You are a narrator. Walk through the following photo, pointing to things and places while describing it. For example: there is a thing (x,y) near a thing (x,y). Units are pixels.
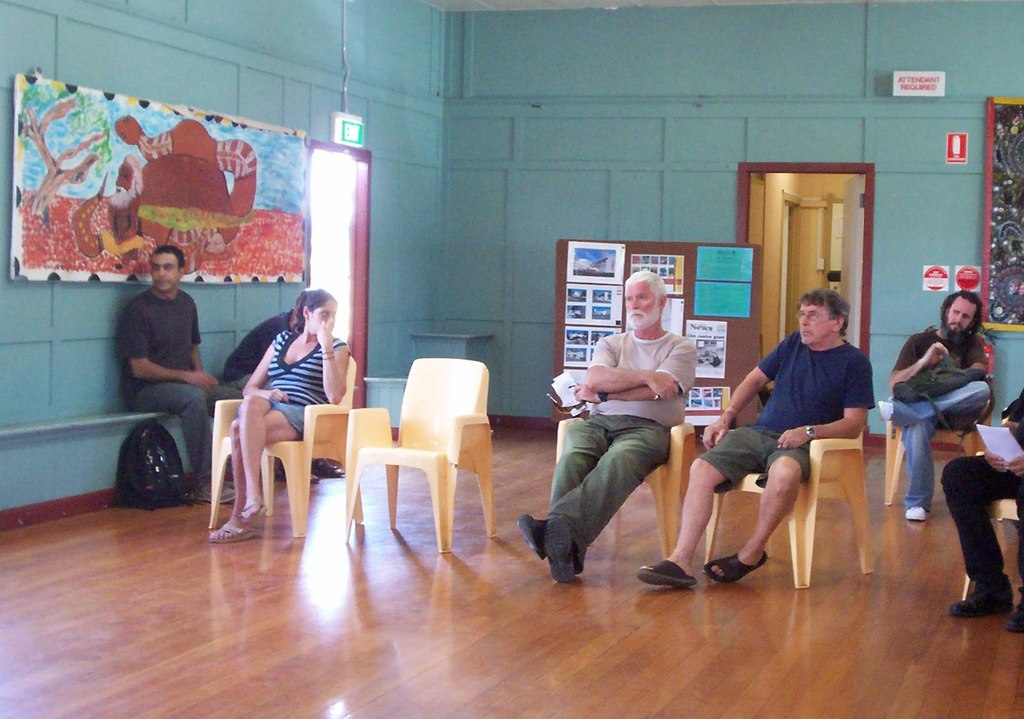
There are lot of people (974,398) sitting on chairs (802,570) and on left wall (407,209) there is a painting (54,253) and exit (344,266). At the back (754,259) there is a display board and some notice (730,394) on it.
